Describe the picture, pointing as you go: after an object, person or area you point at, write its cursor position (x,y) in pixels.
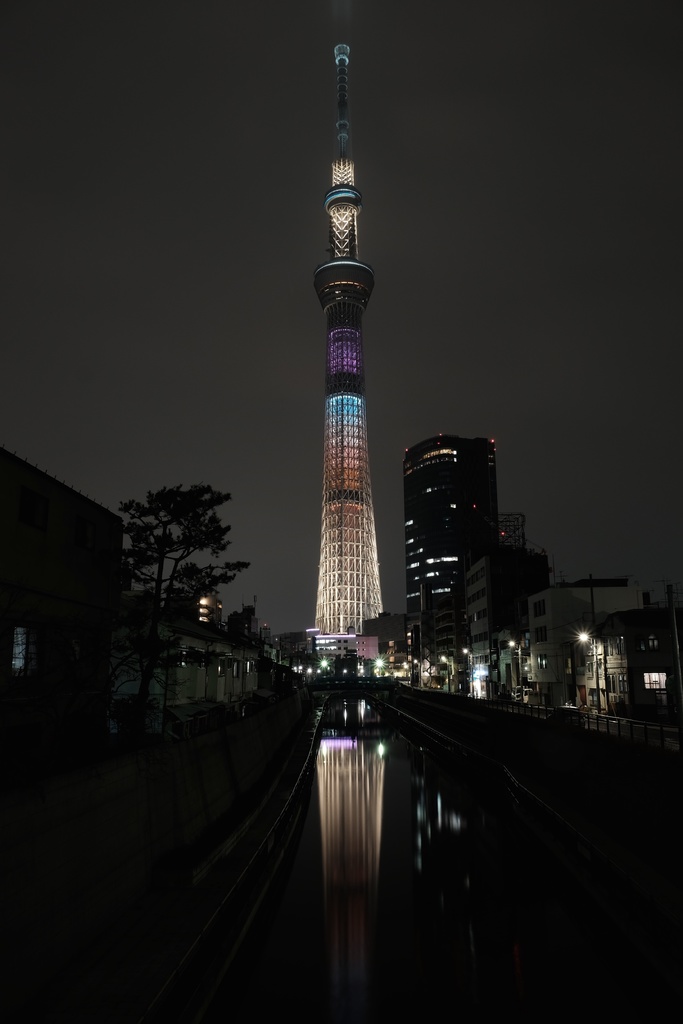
In this picture we can see a tower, buildings (405,486) with windows (15,635), lights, trees (146,612) and in the background (446,326) we can see the sky (230,275).
